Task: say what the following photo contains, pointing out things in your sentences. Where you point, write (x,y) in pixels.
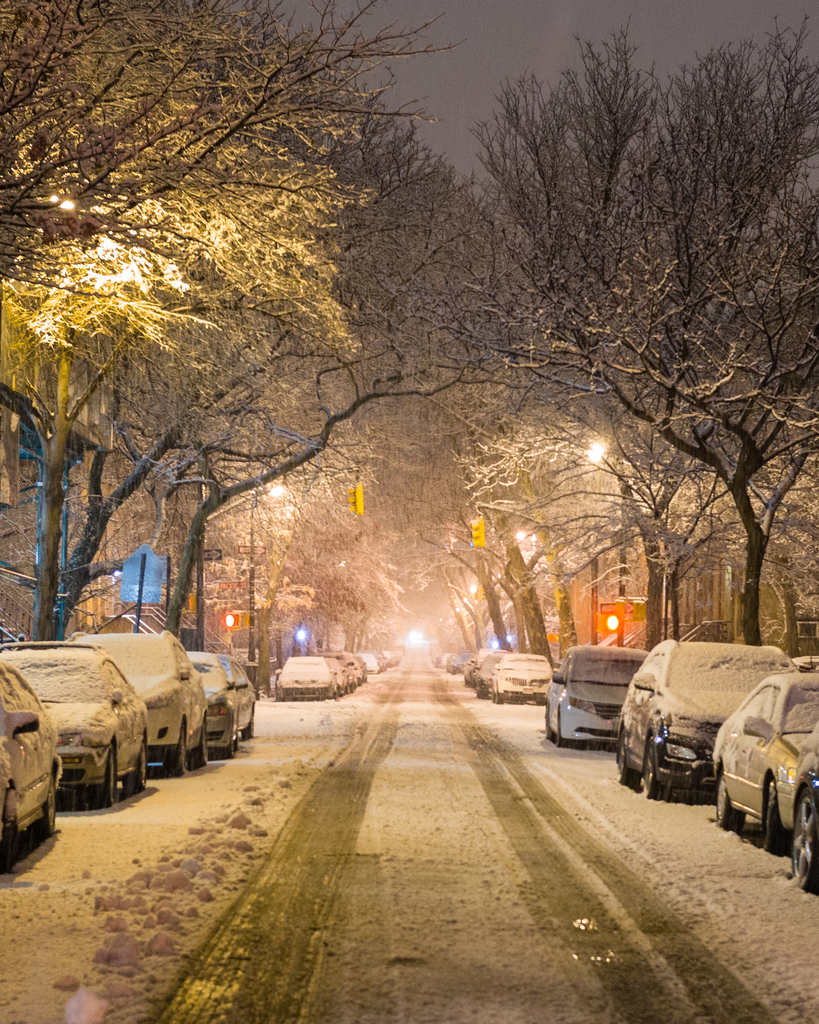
In this image, we can see trees (450,509), poles (61,596), lights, railings (134,618), buildings (93,412) and vehicles (126,673) are all covered by snow (172,646) and at the bottom (365,832), there is road (429,829). At the top (460,91), there is sky (460,91).
